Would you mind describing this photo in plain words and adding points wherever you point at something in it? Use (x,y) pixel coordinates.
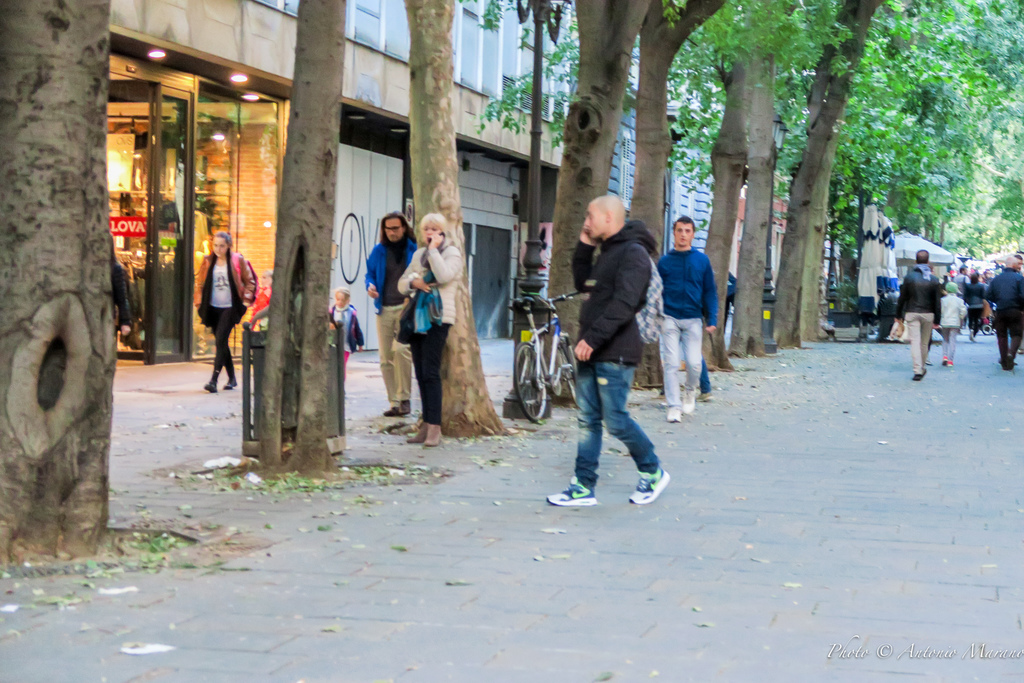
As we can see in the image there are trees (311,127), buildings (381,117), few people (385,245) here and there and a bicycle (554,338).
